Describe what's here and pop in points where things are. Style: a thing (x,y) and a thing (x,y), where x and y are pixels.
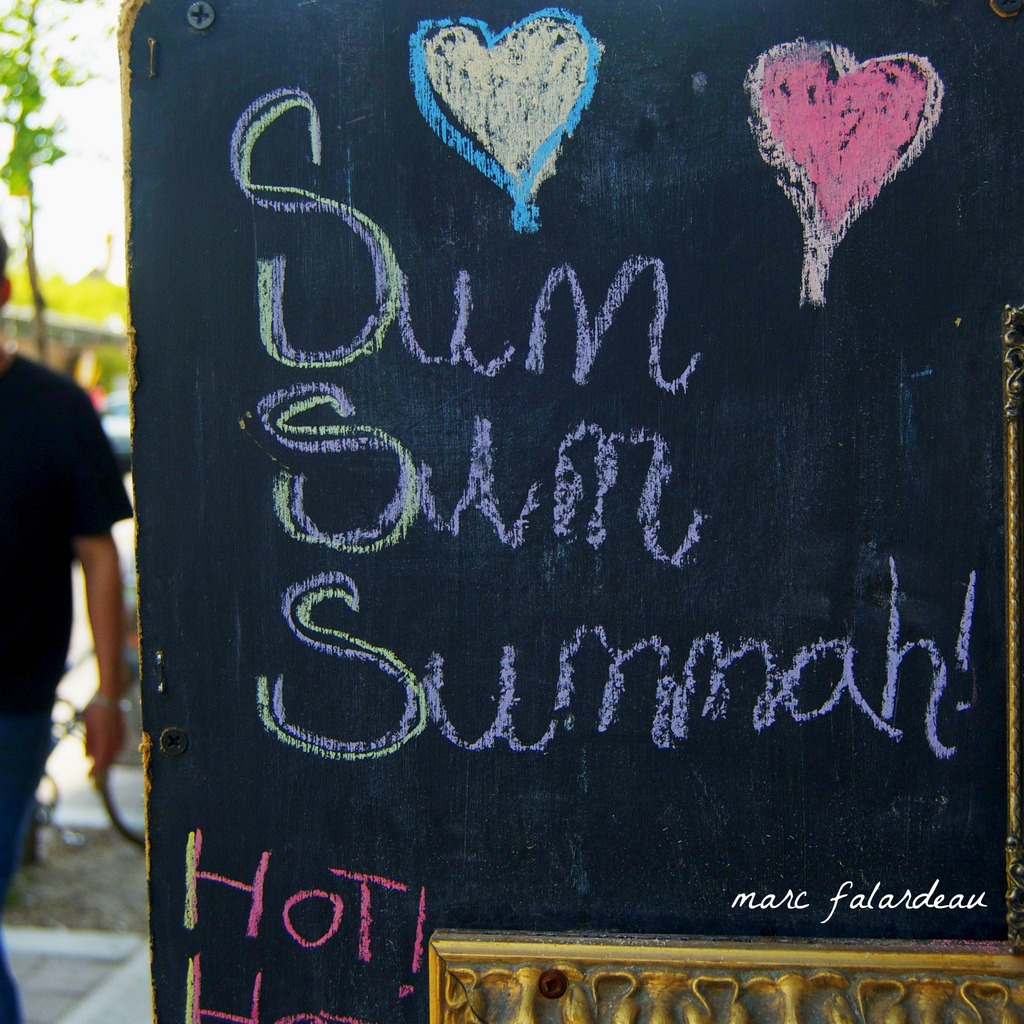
Bottom left side of the image (12,1002) a man (82,520) is standing. Behind him there are some trees (41,334) and vehicles (102,798). Bottom right side of the image (945,1023) there is a banner (384,895).
